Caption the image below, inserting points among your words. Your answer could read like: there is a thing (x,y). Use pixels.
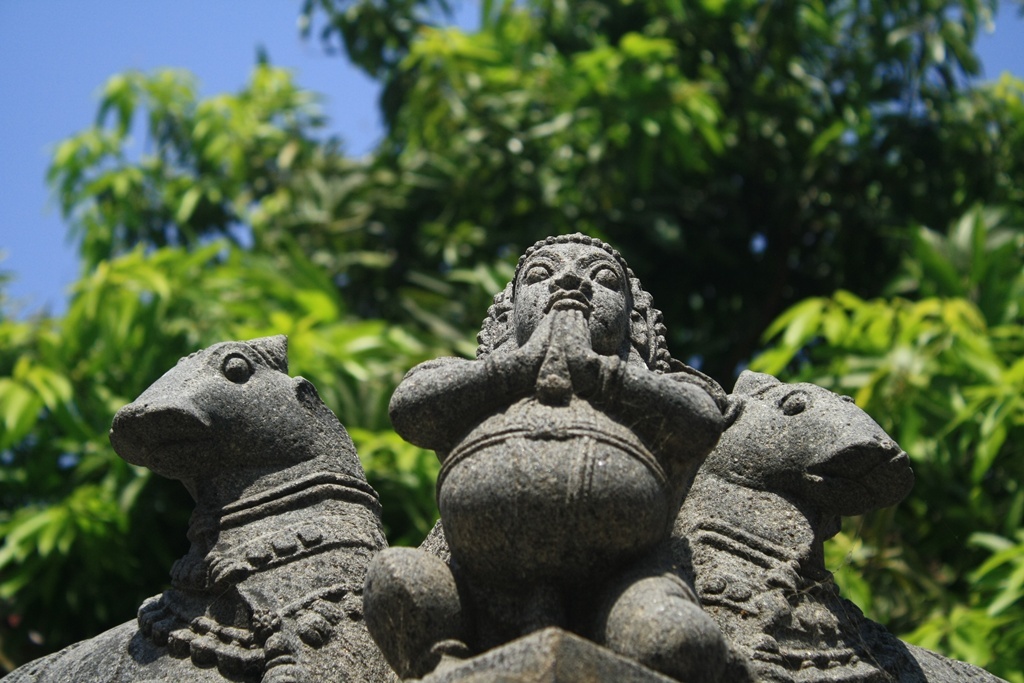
In this image we can see sculptures (577,489). In the background (365,358) we can see trees (134,99) and sky (60,219).
